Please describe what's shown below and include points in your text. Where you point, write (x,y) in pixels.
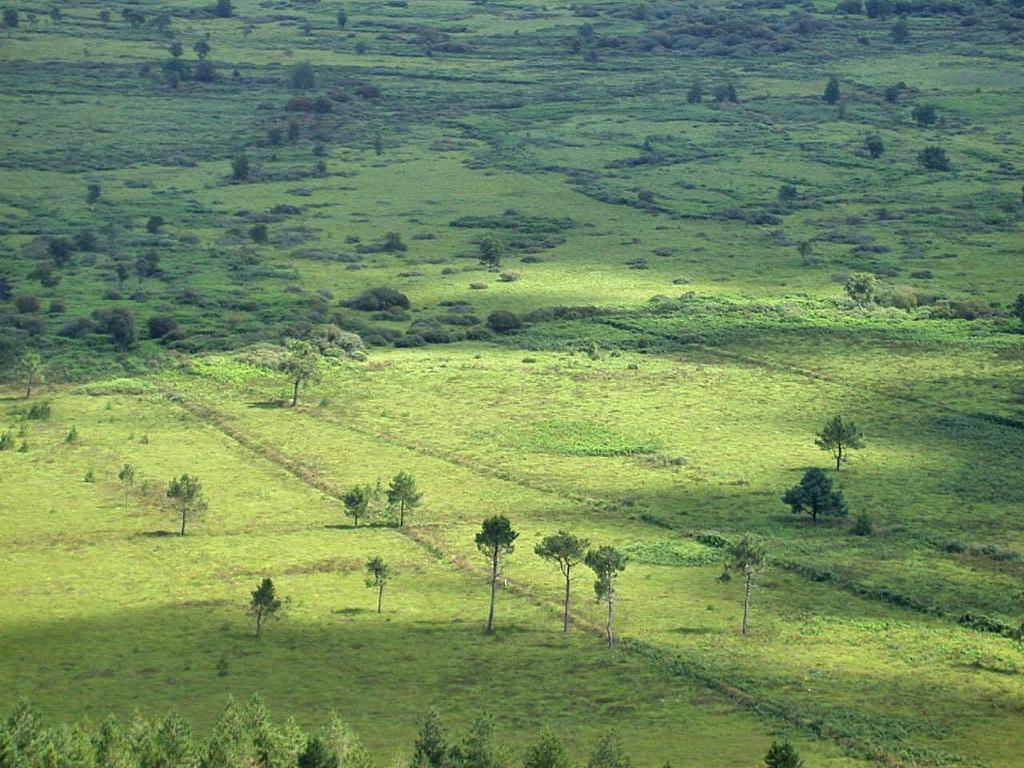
This picture is clicked outside and we can see the green grass (590,117), plants (318,304) and trees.
